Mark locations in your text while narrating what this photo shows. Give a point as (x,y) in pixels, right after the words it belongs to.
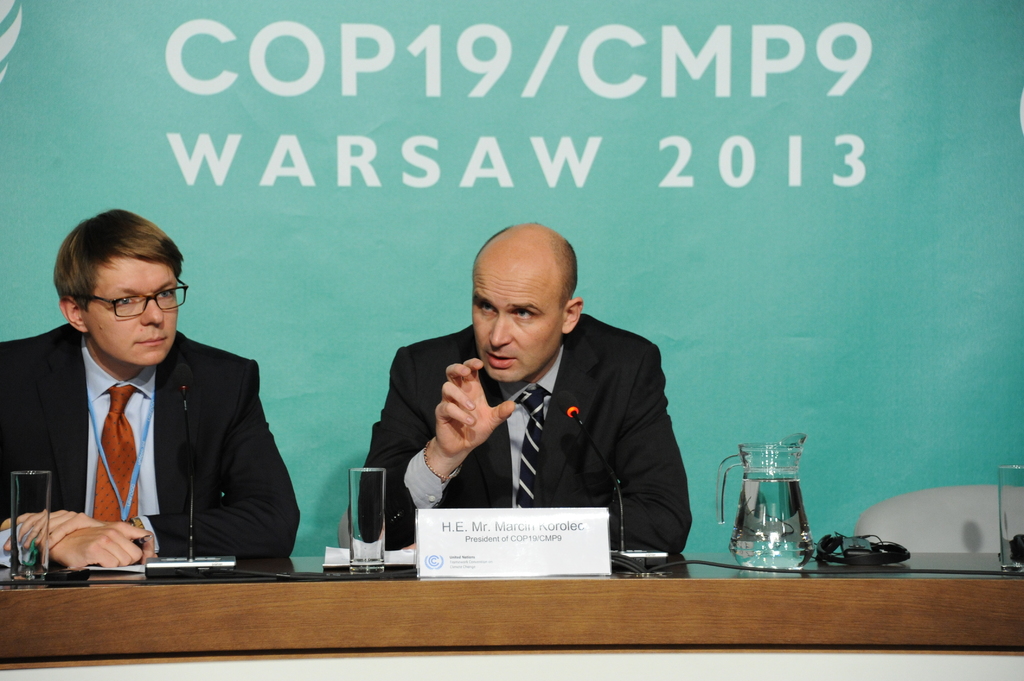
In this image we can see two persons (466,408) sitting on the chair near the table (732,600), on the table (526,592) there are glasses (366,542), mics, a jug (778,503) with water (769,502), a name board (569,533) and few objects (838,541), and there is a wall (346,73) with text (365,65) in the background (643,115).
